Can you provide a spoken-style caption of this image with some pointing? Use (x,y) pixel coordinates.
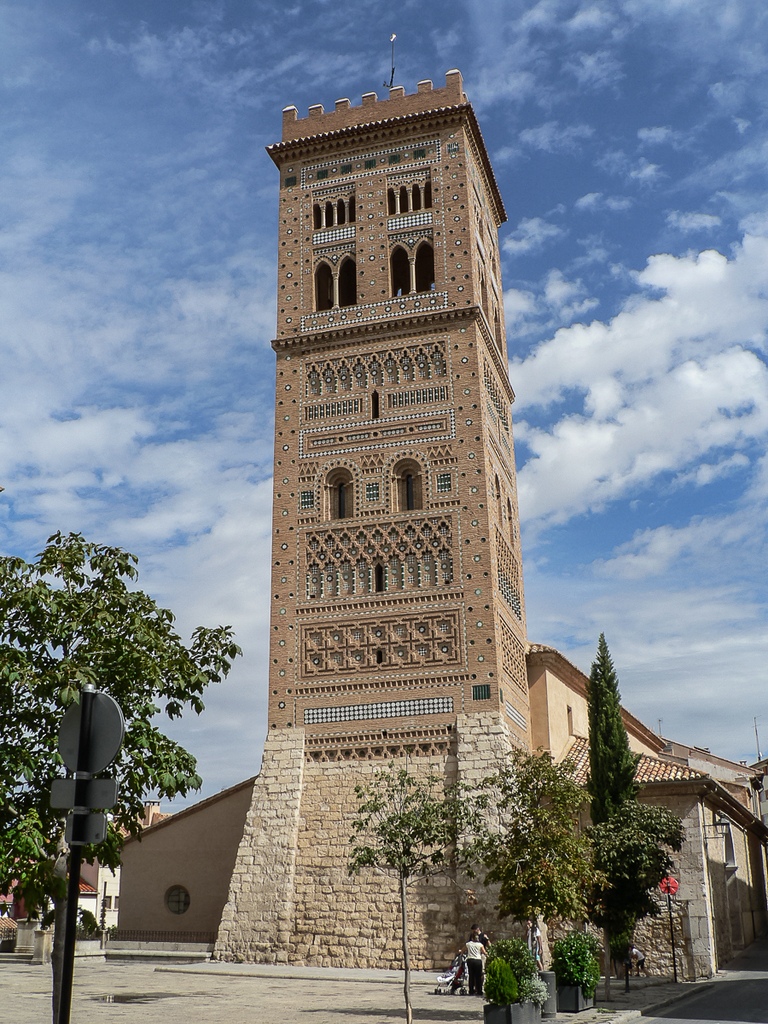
This picture is clicked outside. In the foreground (499,997) we can see the potted plants (542,983), trees (554,903), person (479,966) and boards (94,754) attached to the metal rod (84,728) and we can see the sky (247,562), buildings (441,697), houses (735,809) and some other objects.
